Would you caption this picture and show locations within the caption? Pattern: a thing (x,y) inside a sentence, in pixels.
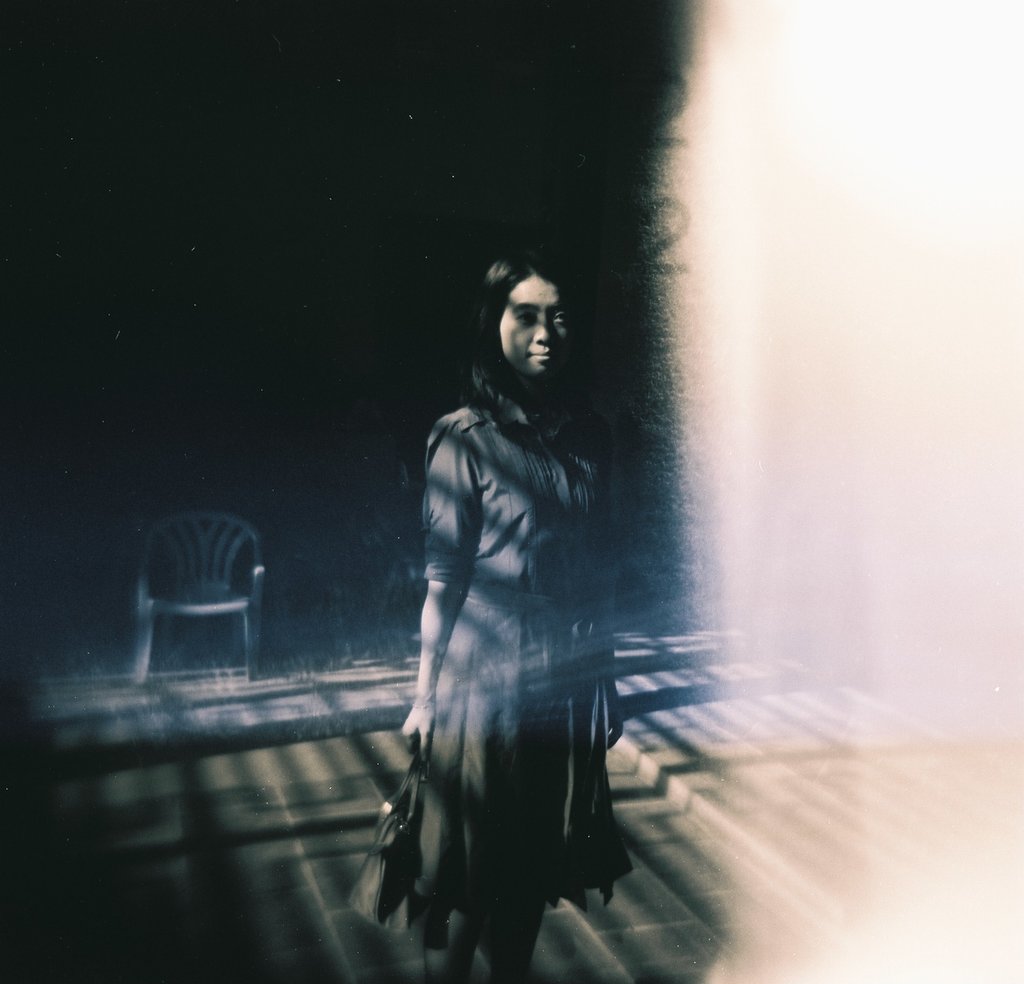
There is a lady (540,590) standing and holding a bag (382,859). In the back (197,603) there is a chair (234,608).
